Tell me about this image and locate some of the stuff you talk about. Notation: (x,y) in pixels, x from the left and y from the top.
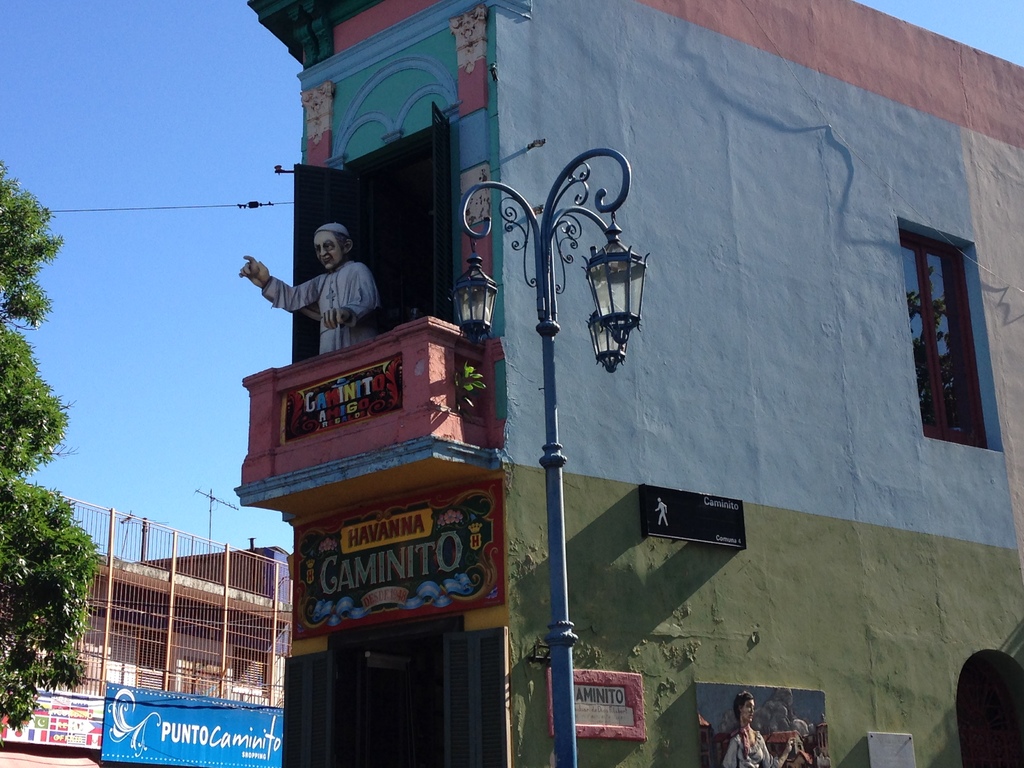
This picture might be taken from outside of the building (690,116) and it is sunny. In this image, in the middle (592,264), we can see a street light (564,615). On the right side (793,703), we can see a board (597,702), hoardings (641,699) and a painting (787,764). In the middle (346,270) image, we can also see a sculpture (331,274), doors (476,735). On the left side (102,705), we can see a hoardings (126,719), metal grill (153,663), building (186,670). At the top (216,180), we can see electric wire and a sky (205,286).
